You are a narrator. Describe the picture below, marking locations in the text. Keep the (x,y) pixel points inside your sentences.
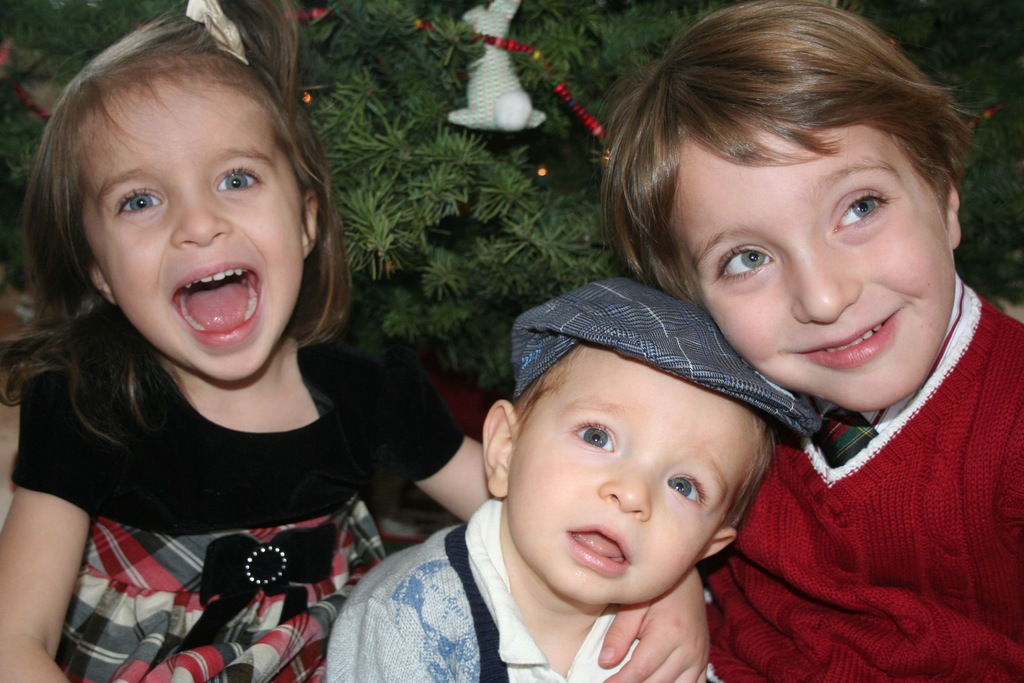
In this image, we can see three kids (594,471). Two kids (304,287) are smiling. Background (484,282) we can see a tree (476,194) with some decorative items (572,108).
